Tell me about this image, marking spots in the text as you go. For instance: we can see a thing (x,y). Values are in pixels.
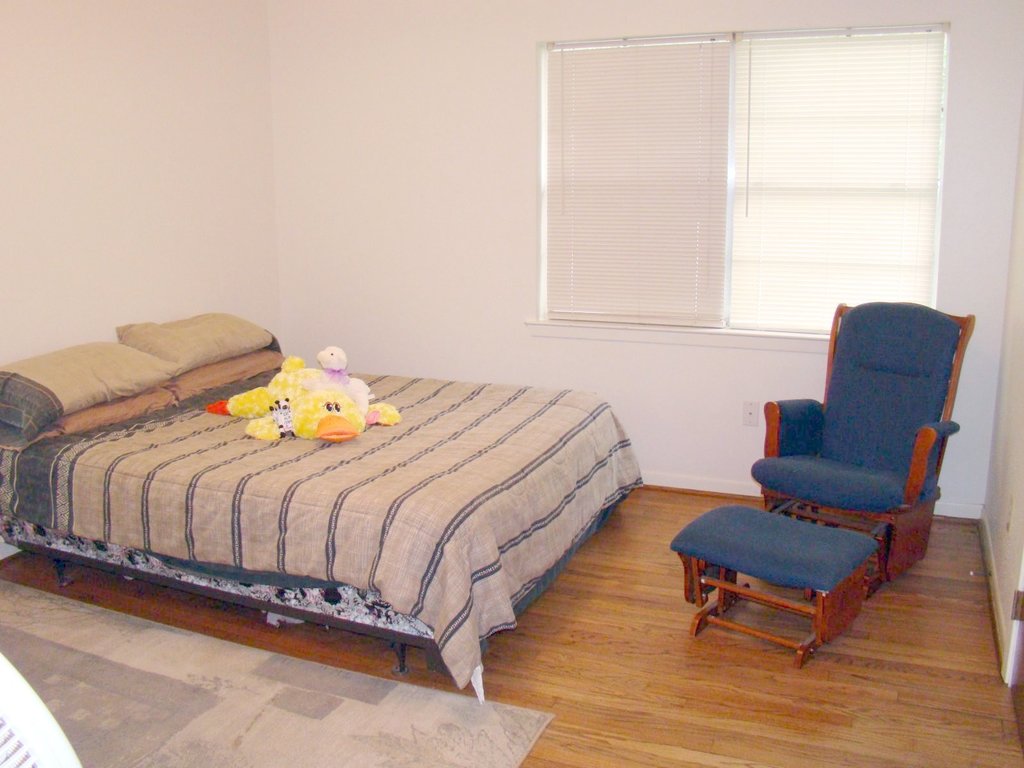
In this image we can see the inner view of a room (364,589). In the room (284,522) there are cot (293,497), quilt (305,500), pillows (233,379), walls (331,200), blinds (716,168), soft toys (307,389), carpet (311,700) on the floor (642,656), chair (830,500) and a footstool (798,533).
